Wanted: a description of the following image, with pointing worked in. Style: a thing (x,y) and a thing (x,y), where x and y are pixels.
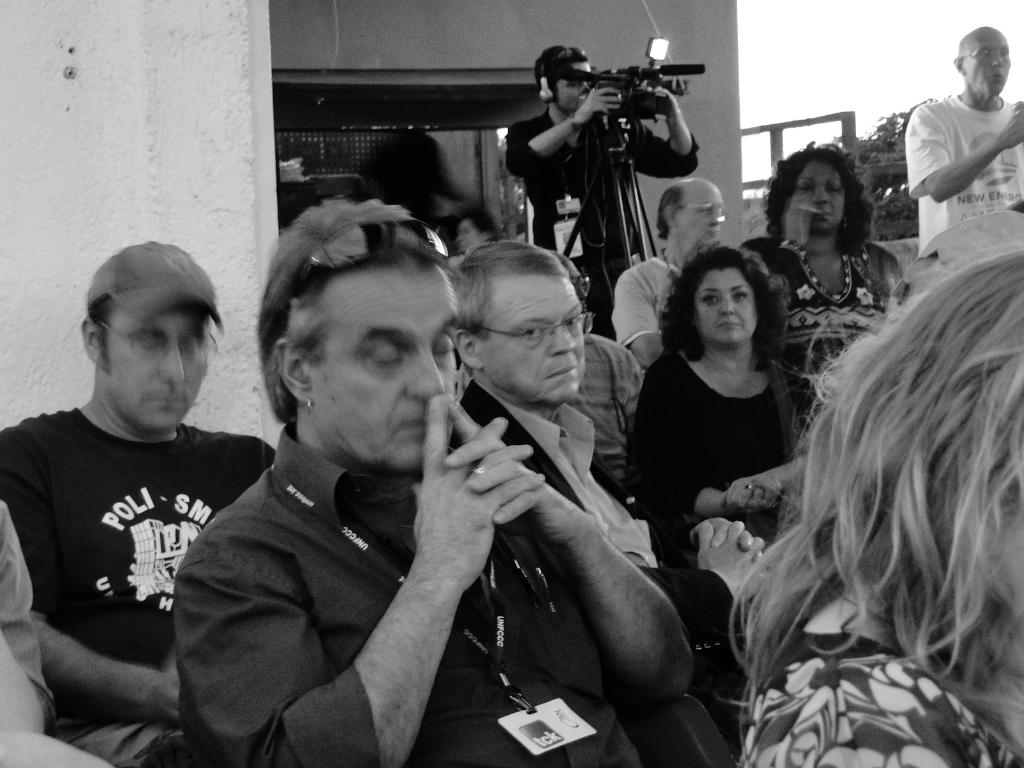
Here in this picture we can see group of people (700,393) sitting on chairs (641,728) over there and we can see ID cards (554,726) with some people (526,657) and we can see goggles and caps (127,302) with some people (293,316) and behind them we can see a person (605,191) holding a video camera (648,112) in his hand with tripod (618,203) below it and he is shooting the total program and in the far we can see trees (884,190) present over there.
